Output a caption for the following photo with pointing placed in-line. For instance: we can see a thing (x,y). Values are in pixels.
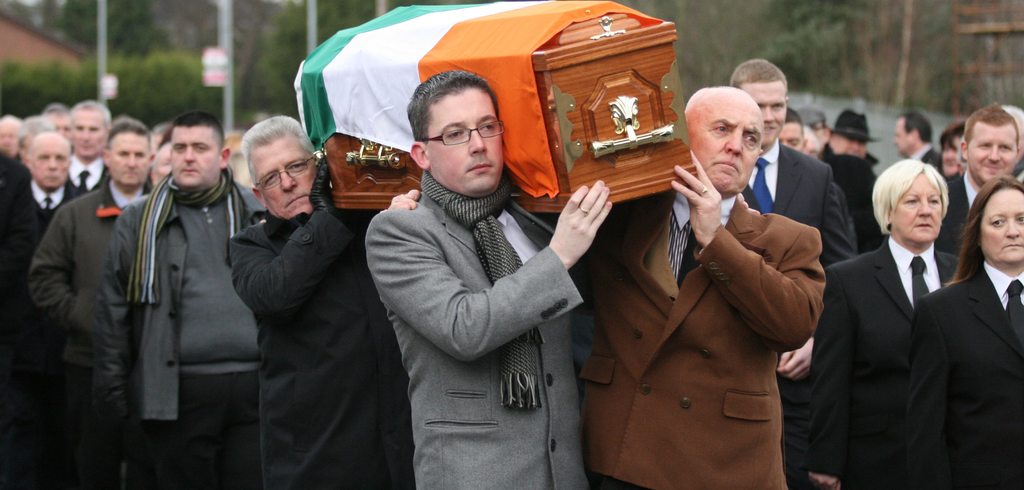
In the picture I can see a group of people (418,303) are standing, among them the people (434,337) in the front (386,315) are carrying a coffin (621,39) which is covered with a flag (511,126) on it. The background of the image is blurred.
